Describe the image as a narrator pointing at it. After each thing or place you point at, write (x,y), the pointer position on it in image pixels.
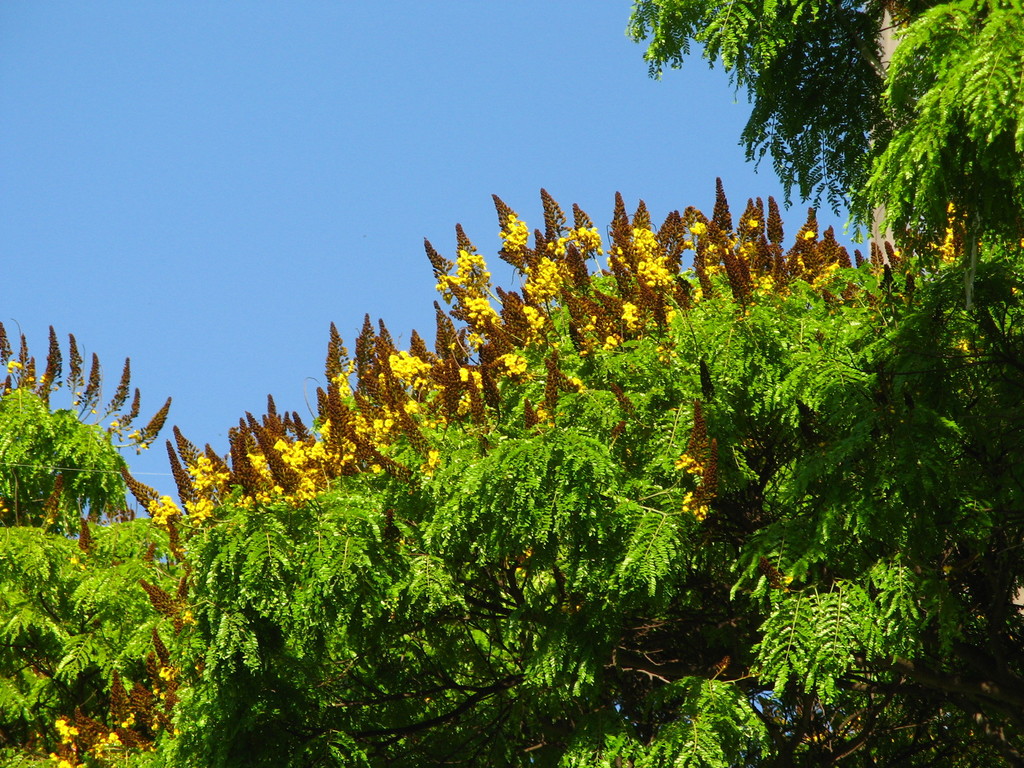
In this picture I can observe some trees (554,317). There are yellow color flowers (466,406) to these trees (534,344). In the background (252,234) there is sky (246,135).
